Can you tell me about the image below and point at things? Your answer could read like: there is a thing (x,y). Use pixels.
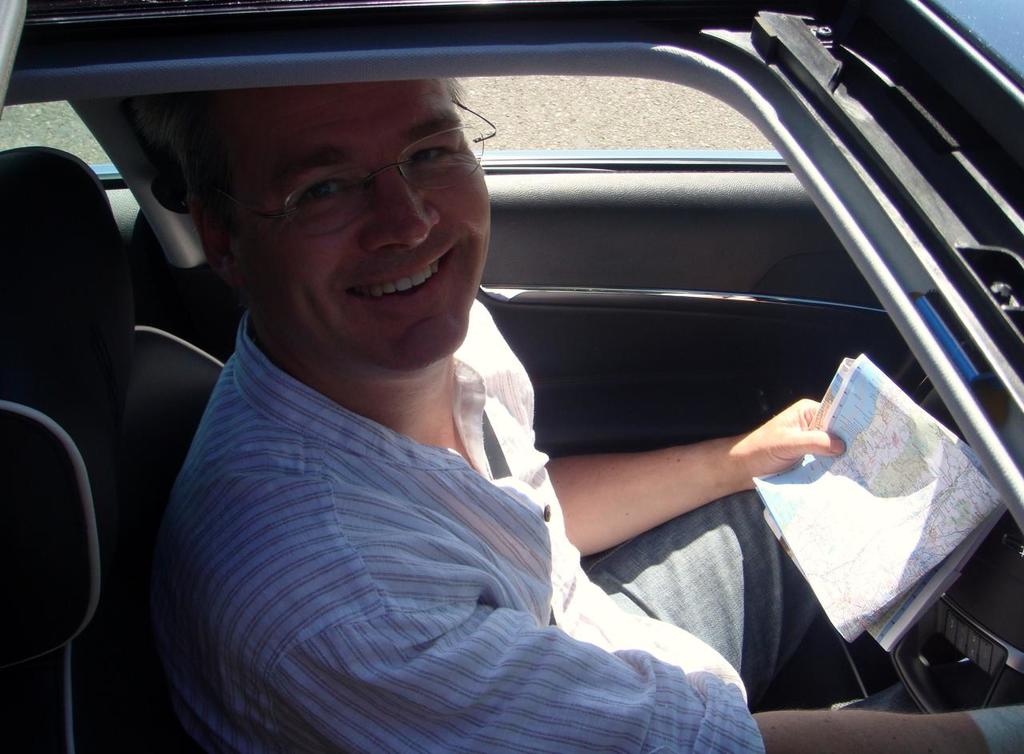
In this image we can see a person (716,684) holding a map (878,626) in his hand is sitting inside a vehicle (901,385) parked on the ground (548,118).
